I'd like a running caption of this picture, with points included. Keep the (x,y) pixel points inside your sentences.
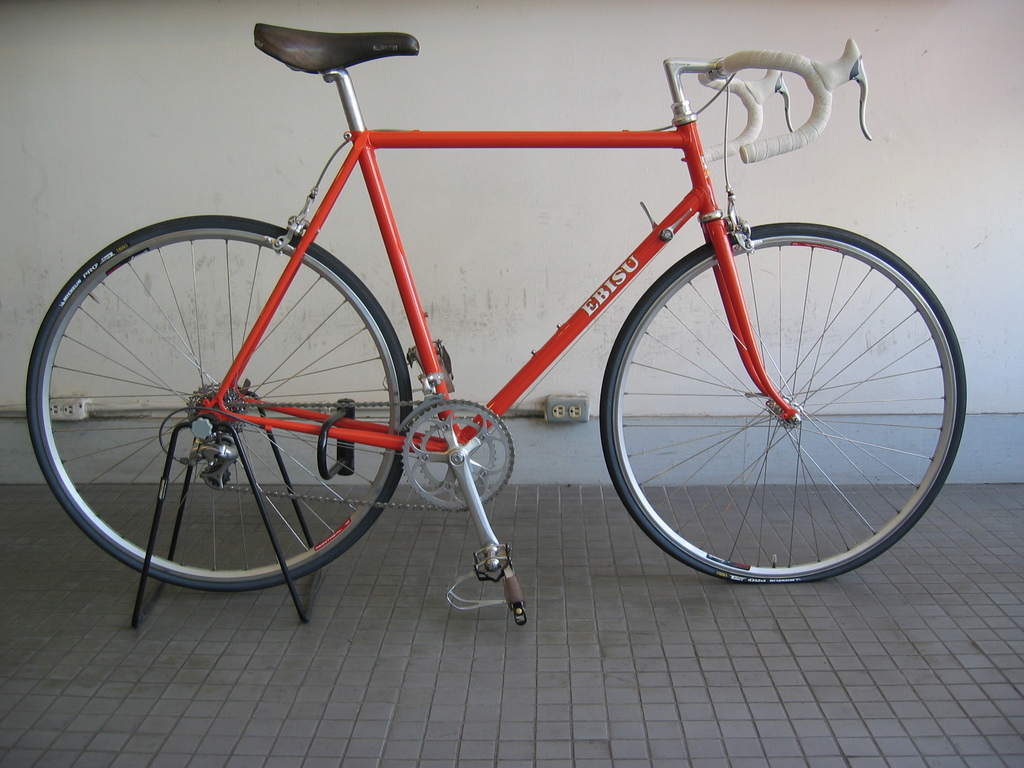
There is a bicycle (724,233) in the center of the image (606,421).
